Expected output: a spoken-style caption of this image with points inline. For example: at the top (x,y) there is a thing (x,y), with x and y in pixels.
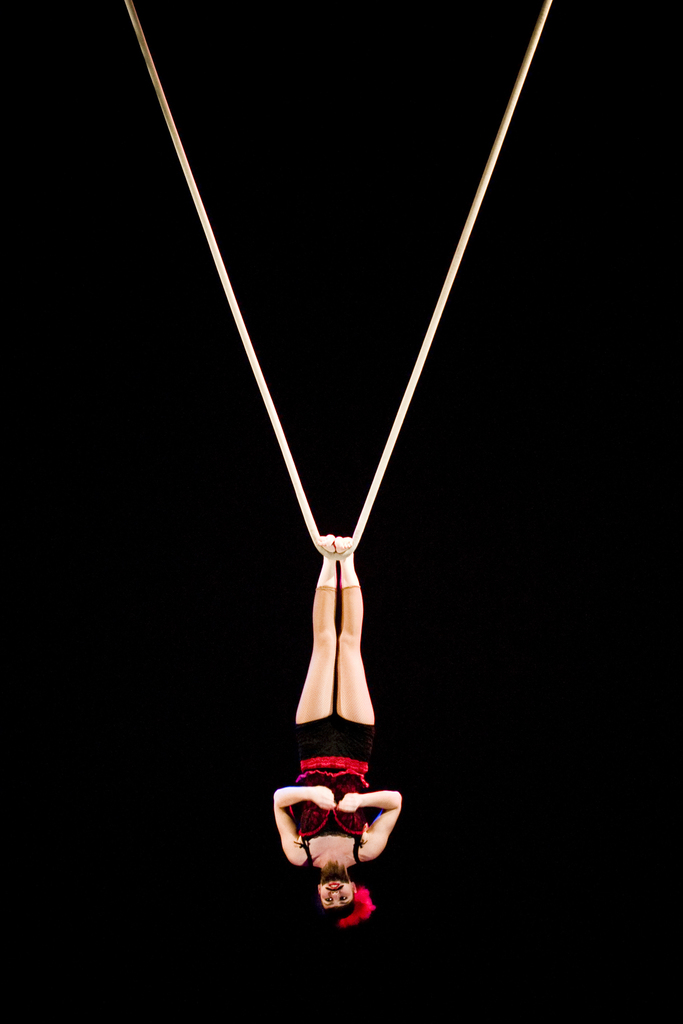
In this image I can see a white colour rope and a woman (369,716). I can see she is wearing black and red colour dress (343,784). I can also see black colour in the background (230,373).
